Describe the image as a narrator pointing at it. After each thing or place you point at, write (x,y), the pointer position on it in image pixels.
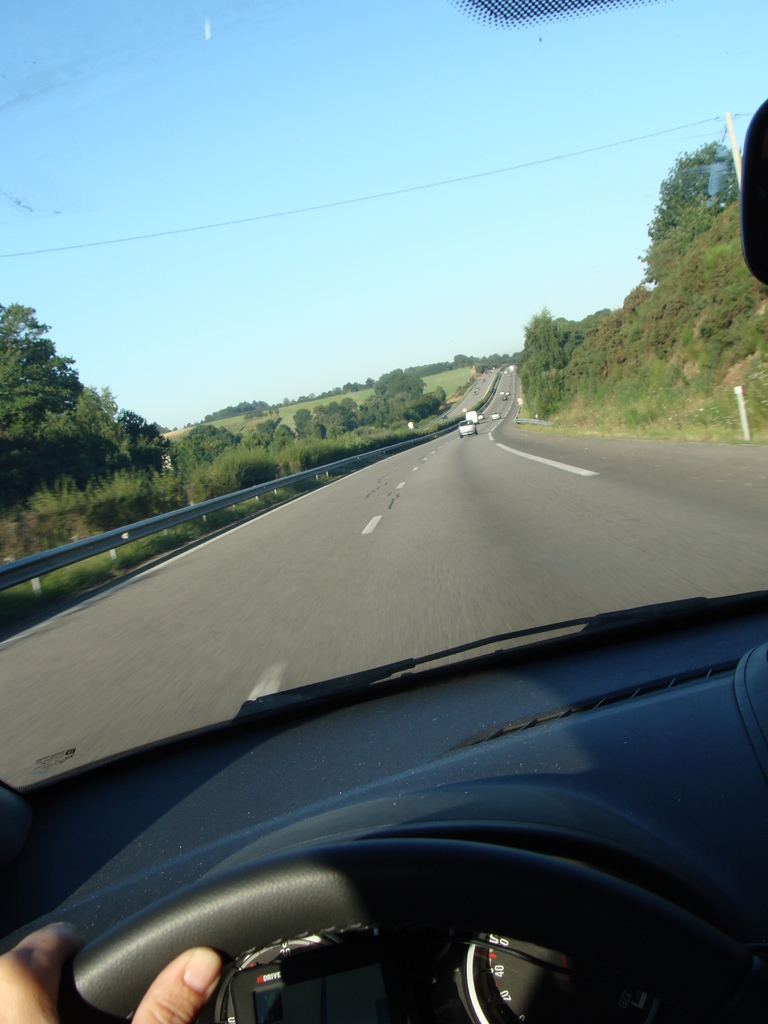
This is inside view of a car (206,945) where we can see a person (204,995) hand (193,1003) on the steering (83,985), through the front glass door (345,456) of the car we can see vehicles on the road (513,374), fence (387,447), pole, trees (505,364), grass (82,575) and sky (487,330).
